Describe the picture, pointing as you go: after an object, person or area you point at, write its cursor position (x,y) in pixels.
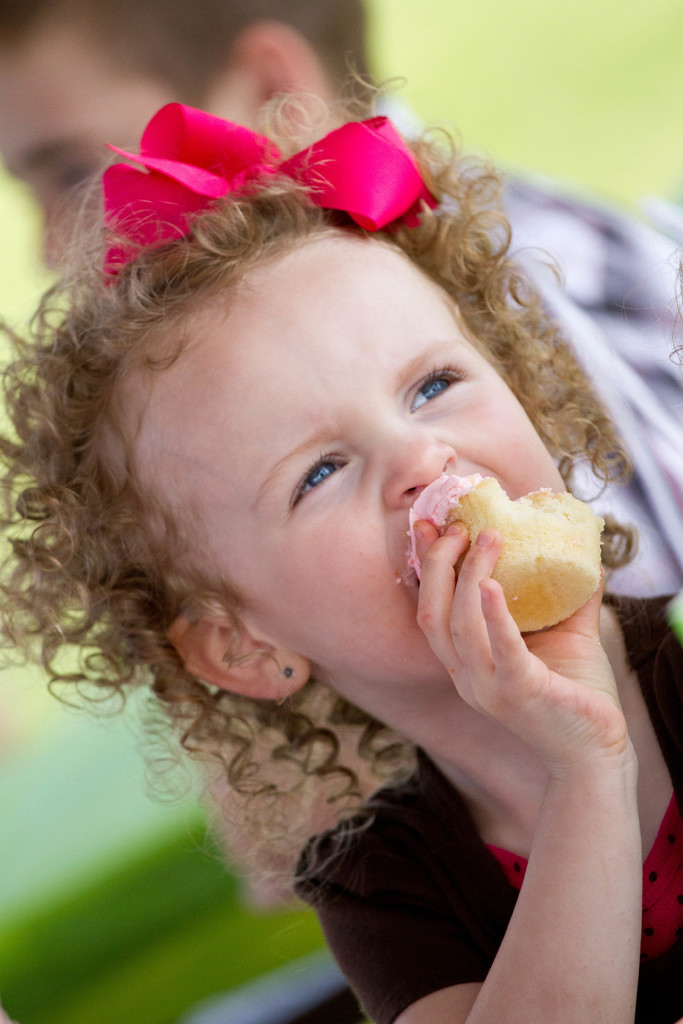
In this picture there is a small girl (243,278) in the image, she is eating a cupcake (520,566) and there is a boy (548,238) behind her.
